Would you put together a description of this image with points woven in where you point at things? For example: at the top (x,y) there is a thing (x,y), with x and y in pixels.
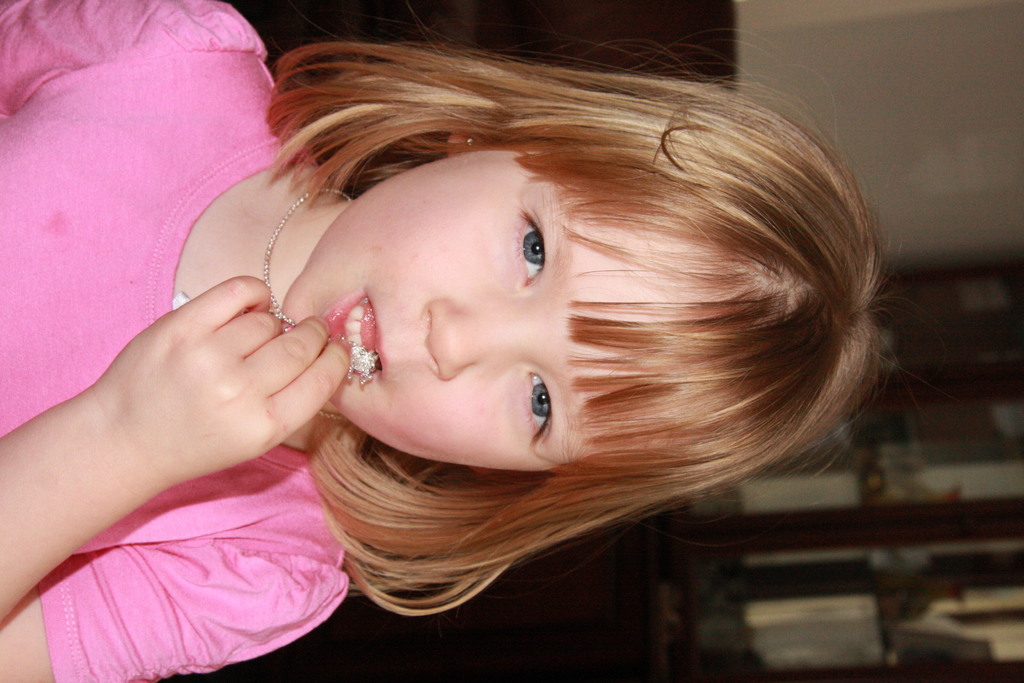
In the picture we can see a girl (140,387) in pink dress (224,547). The background (272,670) is blurred.
